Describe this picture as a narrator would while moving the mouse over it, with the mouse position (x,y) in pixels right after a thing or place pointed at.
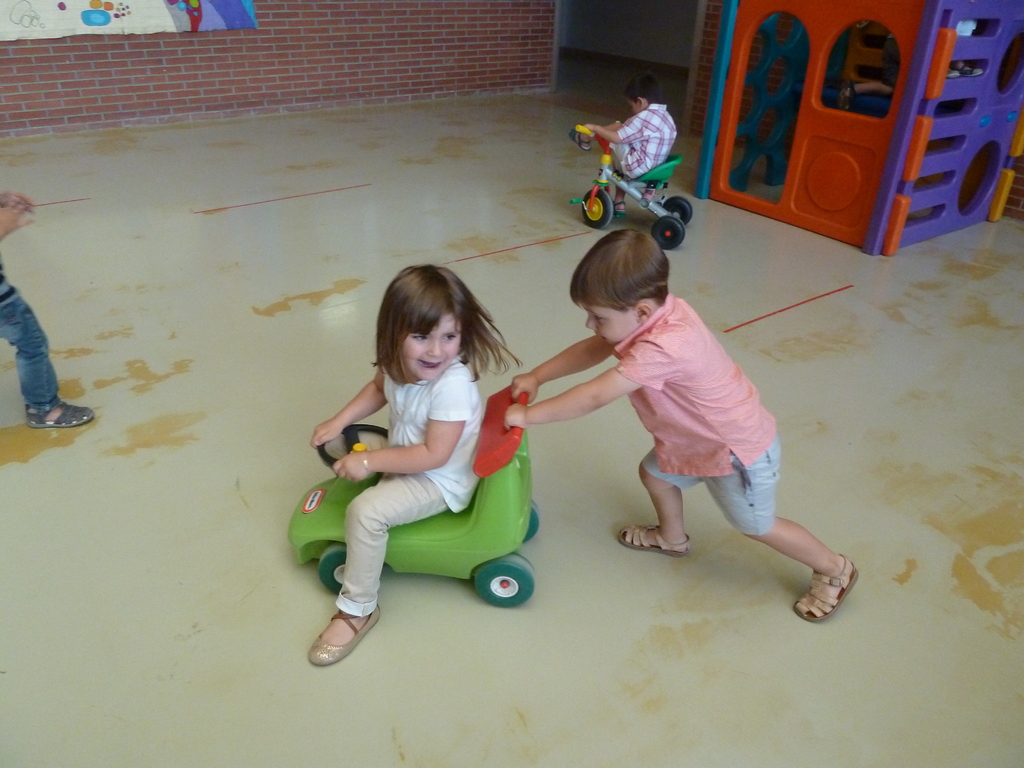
In the middle of the image (671,497) two children (489,351) are riding toys (418,551) and a kid (652,458) is holding a toy (336,538). Behind them there is wall (297,5), on the wall (266,2) there is banner (30,33). In the top right corner of the image (811,108) there is a plastic cupboard (753,202). On the left side of the image (9,217) we can see leg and hands (13,205).
